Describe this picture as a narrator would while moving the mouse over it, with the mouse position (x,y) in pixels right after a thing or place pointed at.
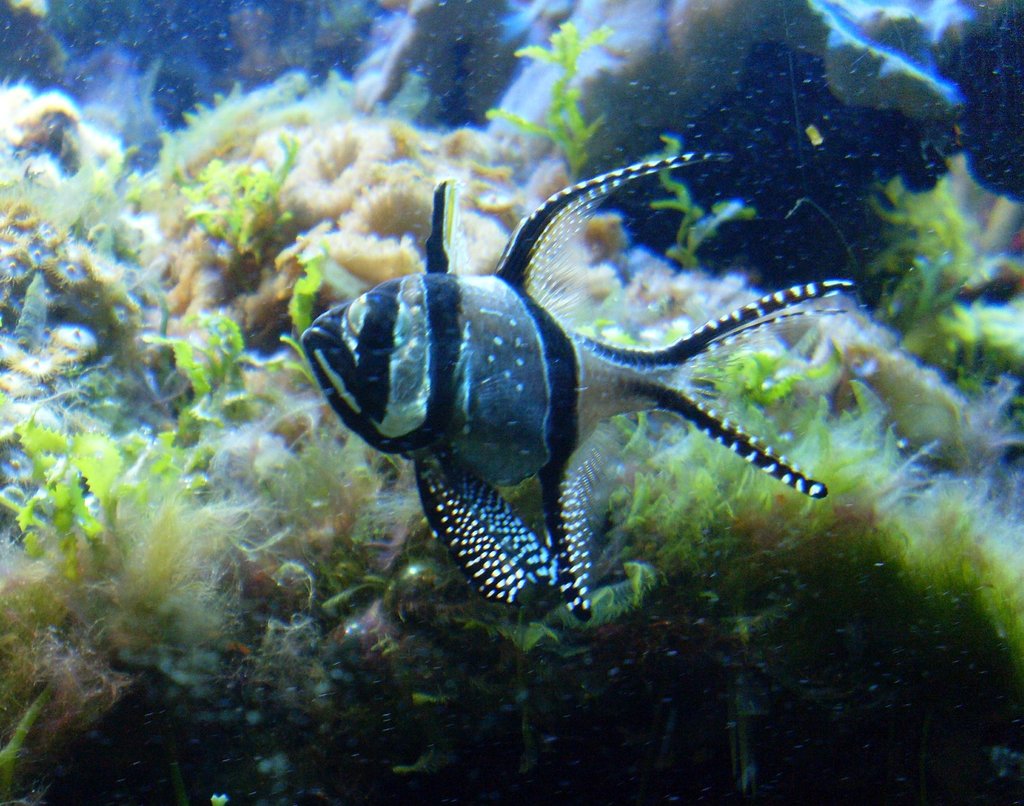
This is a water body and here we can see a fish (381,388) and there are small plants (234,452).
